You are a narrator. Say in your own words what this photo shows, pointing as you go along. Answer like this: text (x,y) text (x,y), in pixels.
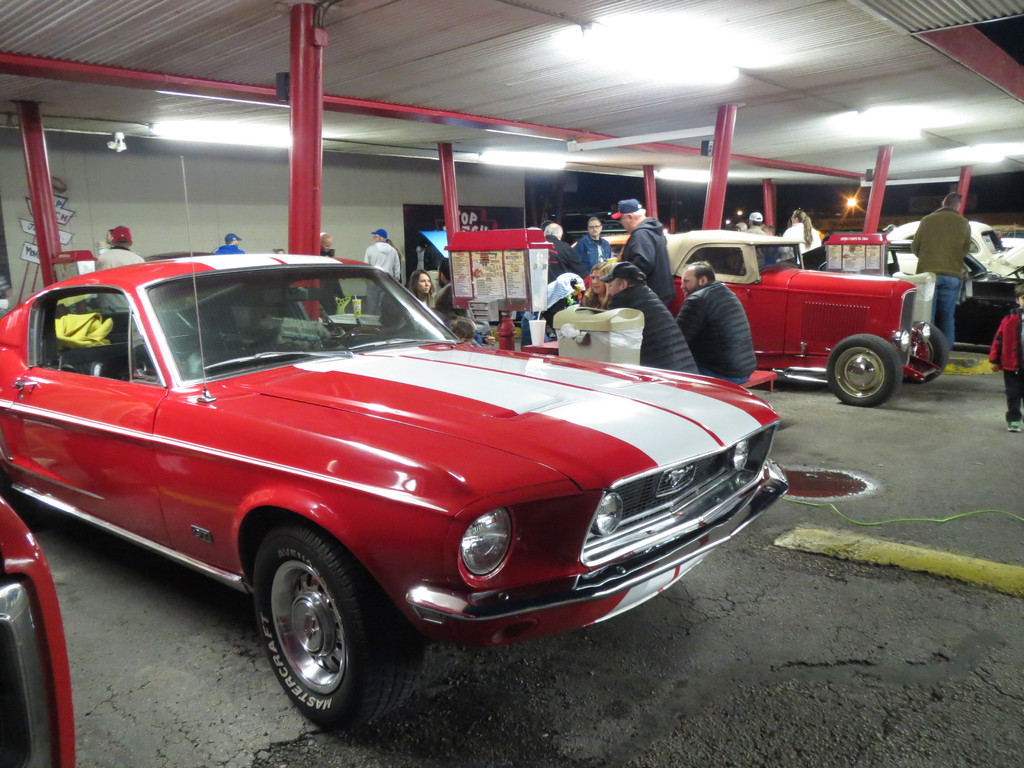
This is an inside view. Here I can see few cars (71,367) and people (706,279) on the ground (770,545) and also there are some poles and bins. At the top of the image (633,43) there is a light (624,44).
